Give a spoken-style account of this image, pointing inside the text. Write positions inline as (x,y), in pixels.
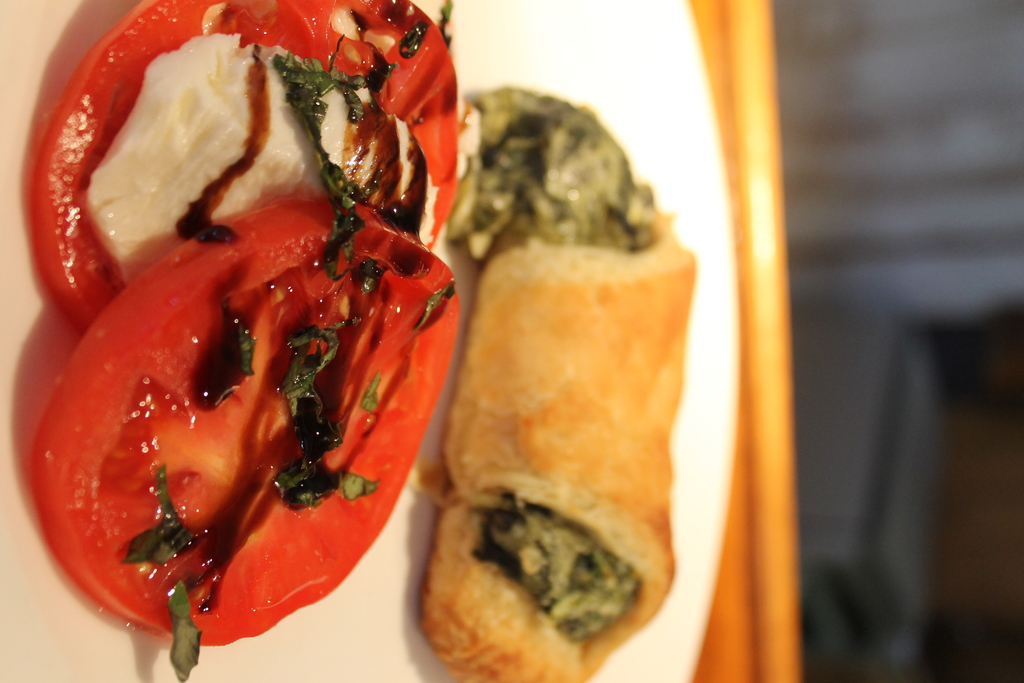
In this image I can see a white colour plate (31,34) and in it I can see two slices (172,371) of a tomato (106,353), leaves (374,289) and few other foodstuffs (188,220). I can also see this image is little bit blurry.
